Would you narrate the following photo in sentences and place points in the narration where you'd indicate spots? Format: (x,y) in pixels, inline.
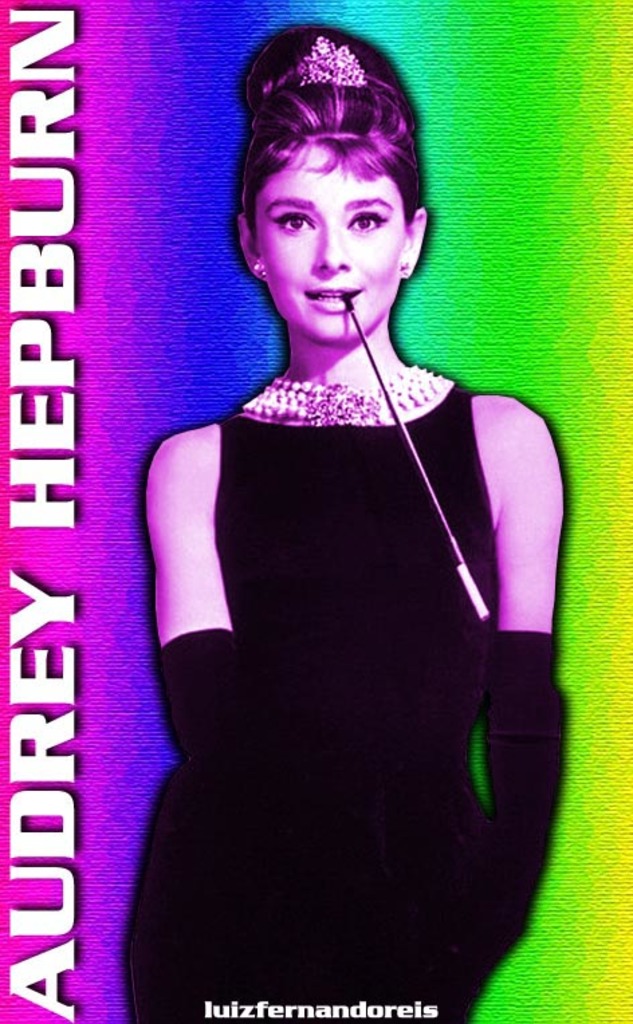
In this picture we can the image of Audrey Hepburn (551,447) wearing a black dress (309,598), black gloves (506,829) with a white neck piece (397,402).
